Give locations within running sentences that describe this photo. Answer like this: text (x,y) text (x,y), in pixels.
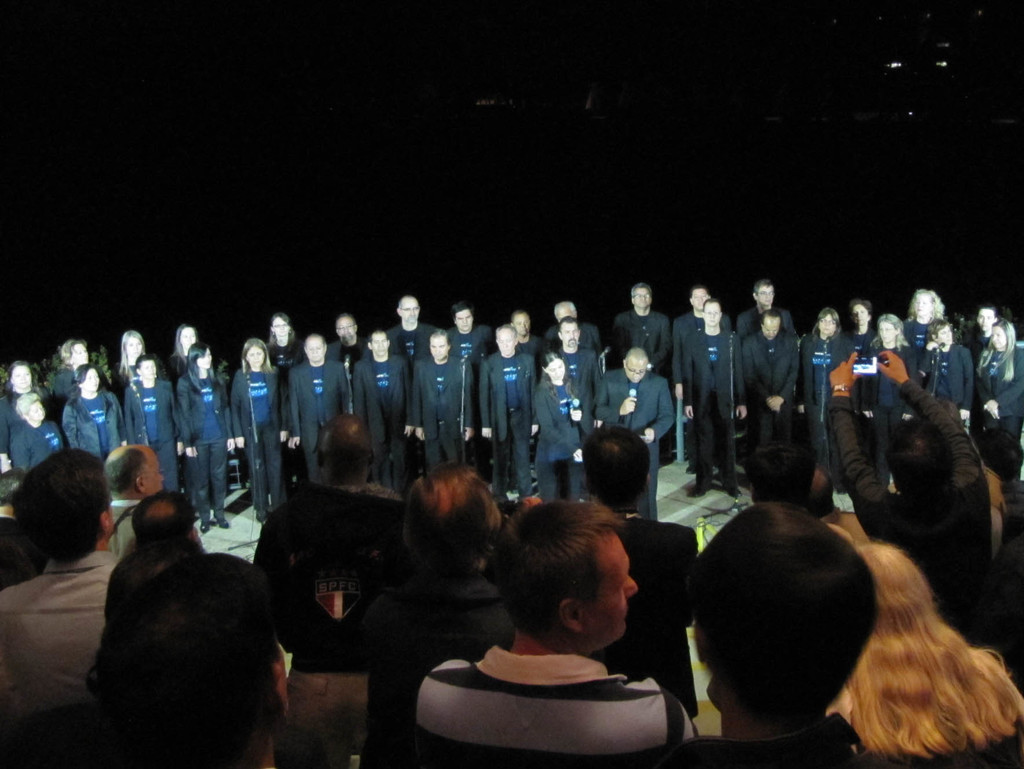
In the foreground of the picture (416,690) there are audience (390,551). In the center of the picture (502,363) there are people (297,365) wearing black suits (491,379) and there are microphones (256,427). The background (313,217) is dark.
